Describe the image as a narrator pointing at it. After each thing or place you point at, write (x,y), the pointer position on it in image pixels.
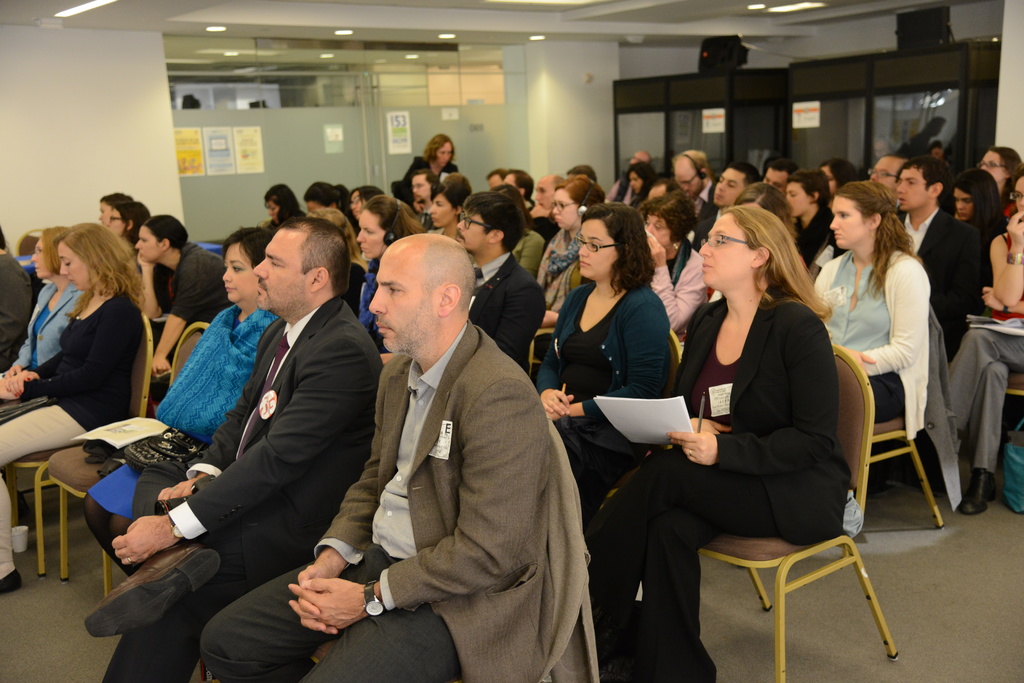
In this picture there are several people (257,322) sitting in a chair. In the background (425,134) we observe a glass door (499,123) and two wooden compartments (696,102), on top of which two black boxes (715,45) are placed. The picture is clicked inside a conference hall (36,596).
